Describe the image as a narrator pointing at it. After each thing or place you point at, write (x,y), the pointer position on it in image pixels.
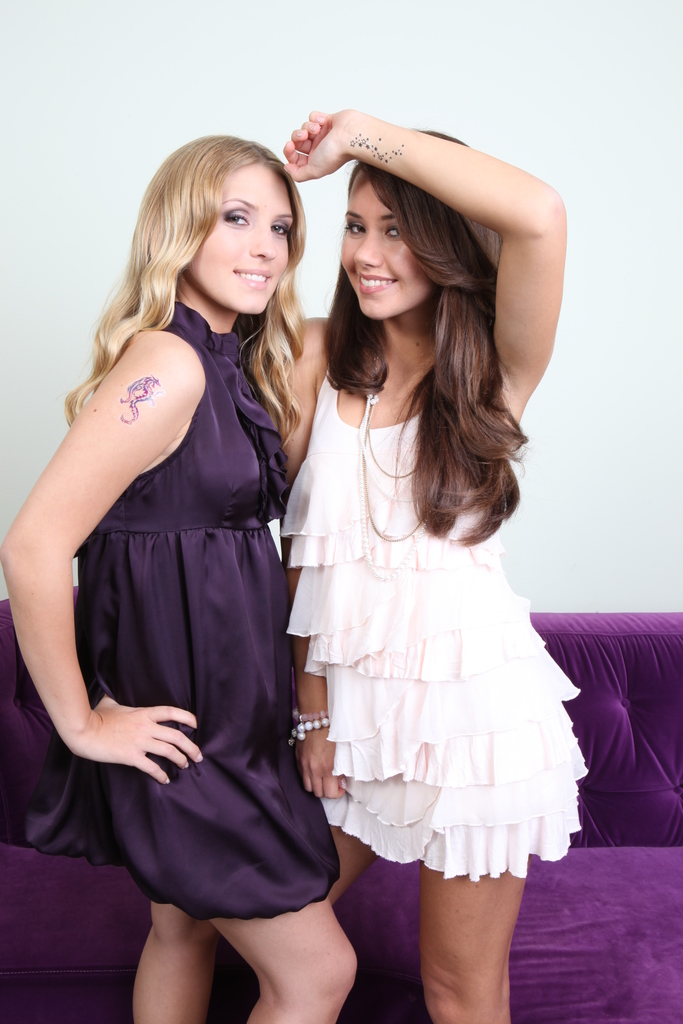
In this image I can see two women (287,561) are standing. In the background (637,731) I can see a couch (563,883) which is purple in color and the white colored wall (597,312).
